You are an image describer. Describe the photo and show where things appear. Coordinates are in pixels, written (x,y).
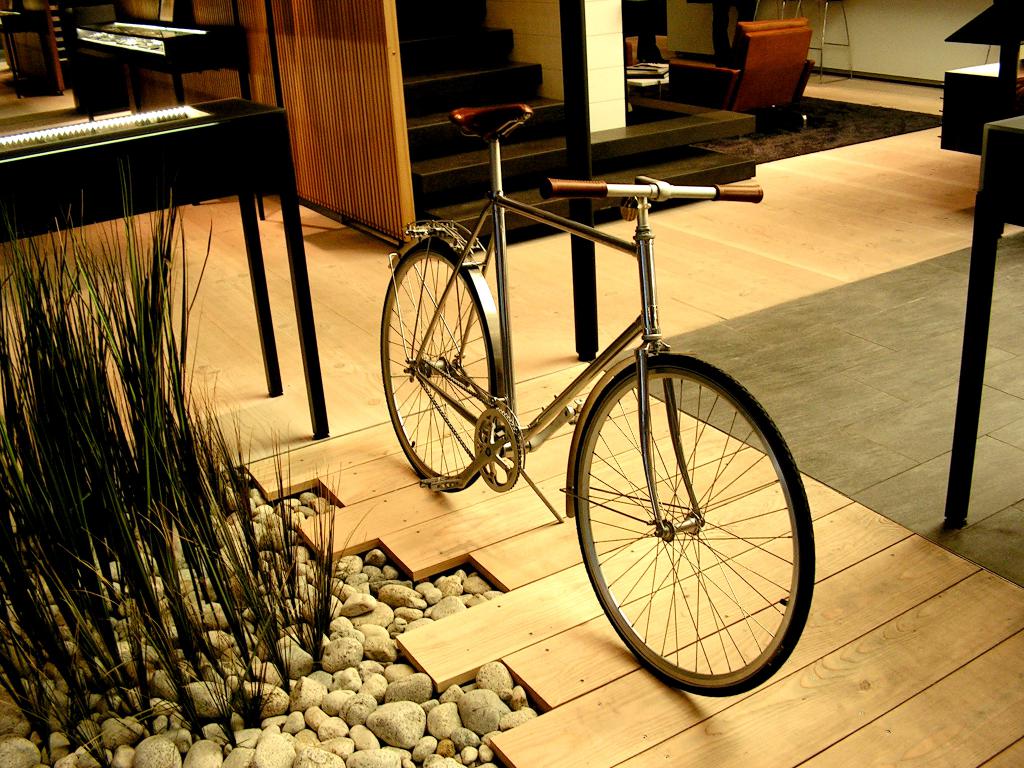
In this image there is a cycle (504,332) and at the left side of the image (177,675) there are plants (288,613) and stones (371,641) and at the middle of the image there are staircase (473,65).
